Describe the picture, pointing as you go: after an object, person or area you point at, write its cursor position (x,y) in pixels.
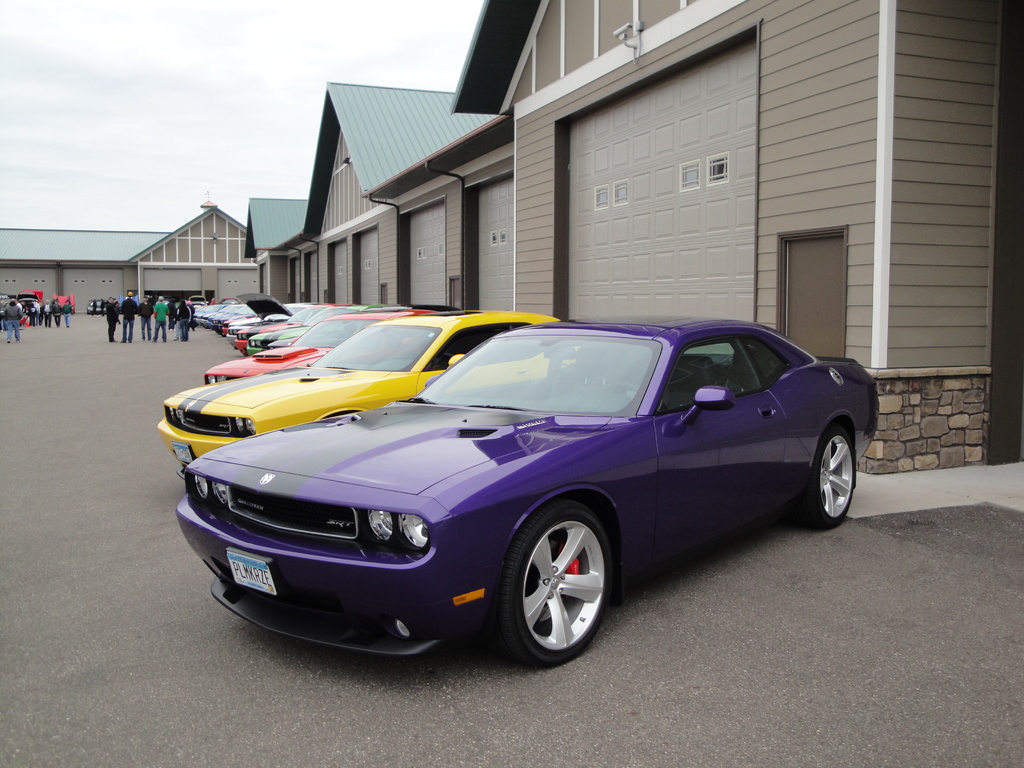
In the image we can see there are cars (401,545) parked on the road (65,337) and there are other people (110,330) standing on the road (107,454). There are buildings (565,256) and there is cloudy sky (157,172) on the top (110,177).
